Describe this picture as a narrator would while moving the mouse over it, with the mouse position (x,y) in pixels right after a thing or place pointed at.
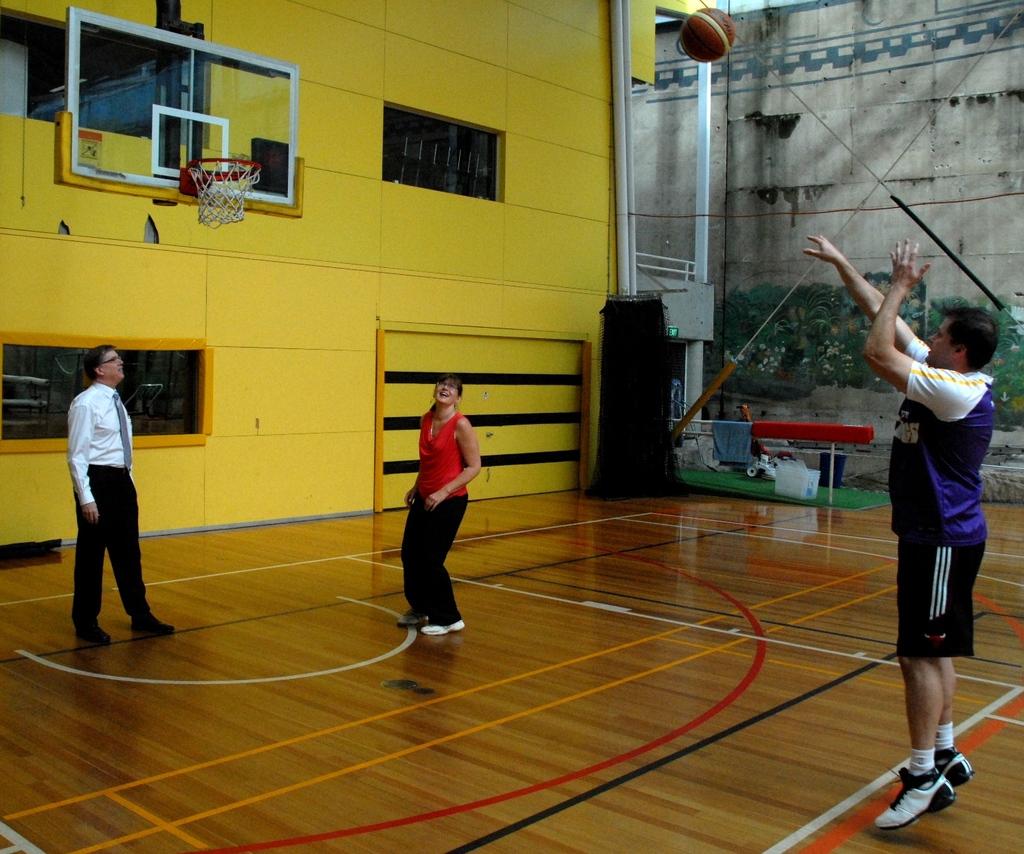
In the picture we can see a wooden play floor (659,707) and on it we can see some colored lines (254,798) and a man (930,347) standing and playing a basketball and he is with sportswear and in front of him we can see a man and a women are standing, and behind them, we can see a wall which is yellow in color and to it we can see a basketball net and in the background (840,350) we can see a wall (947,289) and some plants (927,328) near it and under it we can see some things (794,476) are placed on the floor (732,829).
